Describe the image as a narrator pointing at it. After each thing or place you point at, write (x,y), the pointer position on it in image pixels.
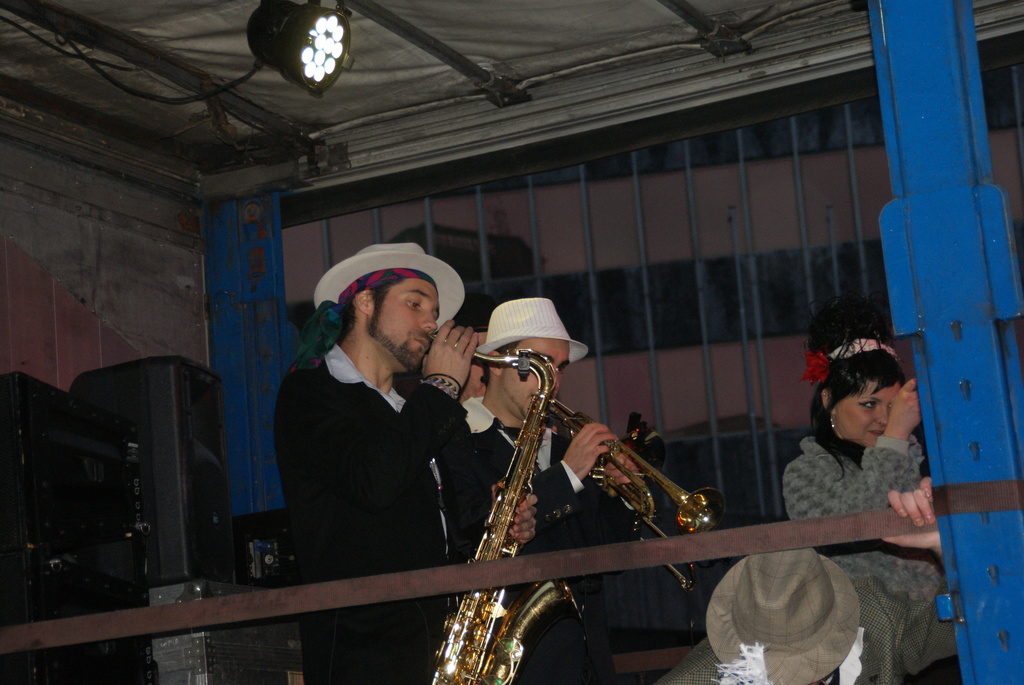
In the foreground of this image (422,416), there are two men (483,433) in black dress (422,428) wearing hats (570,342). One is playing a saxophone (544,420) and another is playing a trumpet (688,492). There is a woman (898,439) standing on the right side (913,460) and there is also a hand (920,515) of a person (903,506) on a ribbon (895,518) and there is a pillar (960,125) on the right (935,109). In the background (545,256), there is a glass wall (531,244), speakers (43,406) and the light (289,53).
